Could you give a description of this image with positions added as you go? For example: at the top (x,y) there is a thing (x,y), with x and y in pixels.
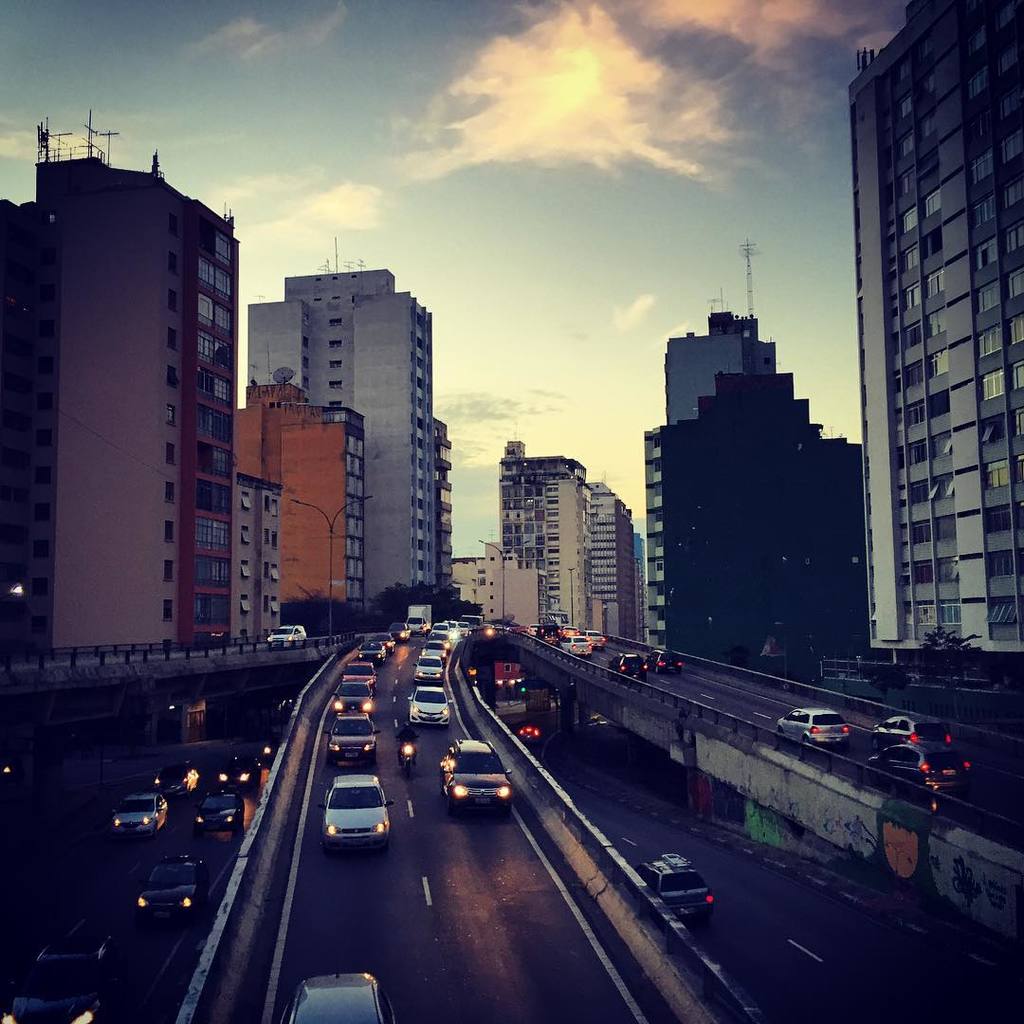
At the bottom of the image (388,779), we can see vehicles (409,757) on the road (791,900). In the middle of the image (591,503), we can see the buildings (885,489). At the top of the image (414,119), we can see the sky (569,110) with some clouds (531,120).
